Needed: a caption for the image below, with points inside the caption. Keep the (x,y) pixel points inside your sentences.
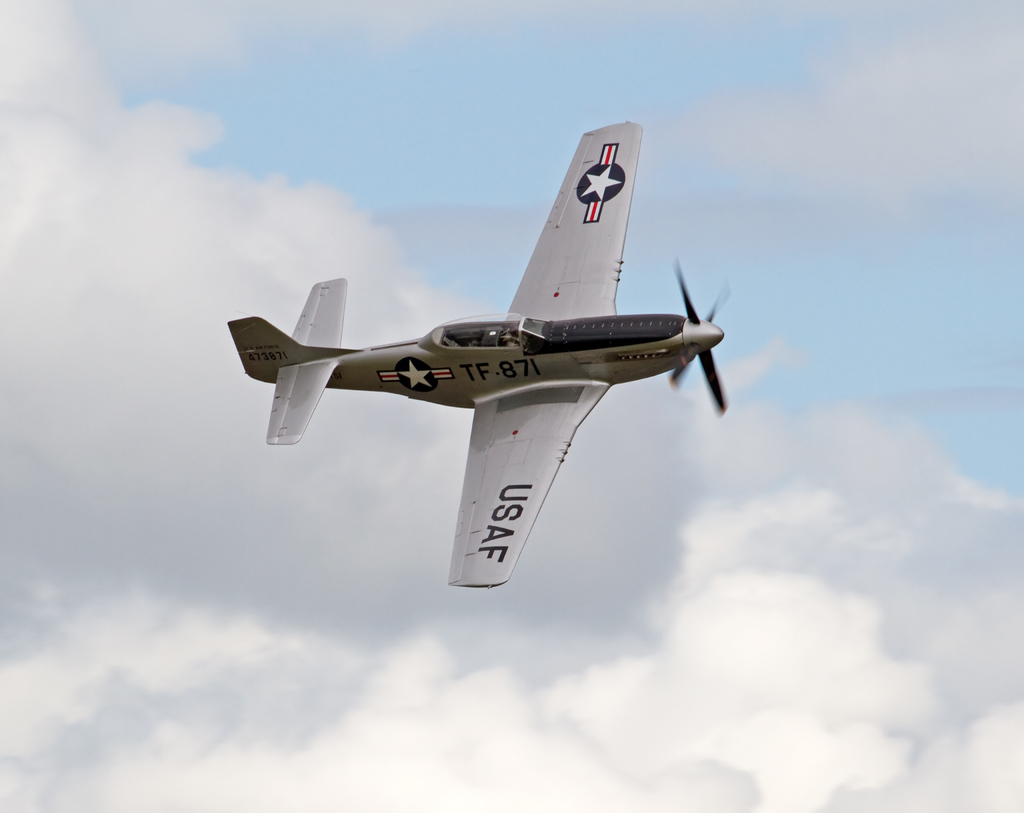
In the image we can see a flying plane (517,476), in the sky (457,456) and a cloudy sky (173,357).
